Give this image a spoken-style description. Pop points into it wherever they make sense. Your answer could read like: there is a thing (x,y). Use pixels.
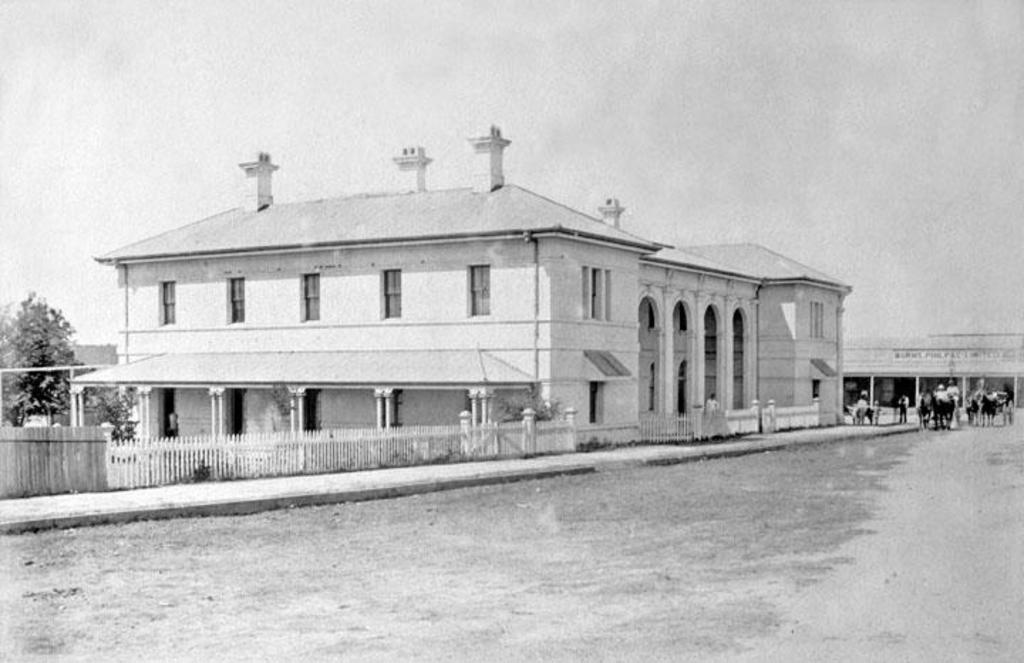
It is a black and white image. In this image we can see the buildings (517,363), trees (40,380), fence (569,432) and also the path (912,422). We can also see the people (864,402) and also the horse drawn vehicles (933,400). Sky (870,142) is also visible in this image.
